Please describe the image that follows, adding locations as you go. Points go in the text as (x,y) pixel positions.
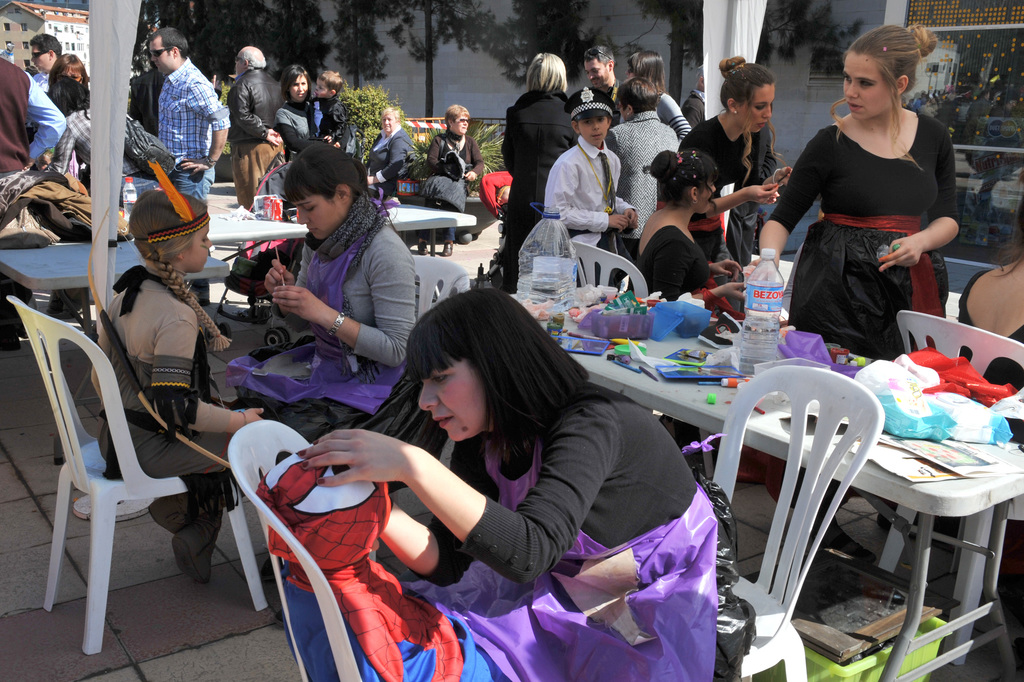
Here we can see some persons (460,419) are sitting on the chairs (66,476). These are the tables (568,339). On the table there is a bottle (758,342) and papers (938,478). This is floor (207,610). Here we can see some trees (476,2). And there is a building (49,24).
